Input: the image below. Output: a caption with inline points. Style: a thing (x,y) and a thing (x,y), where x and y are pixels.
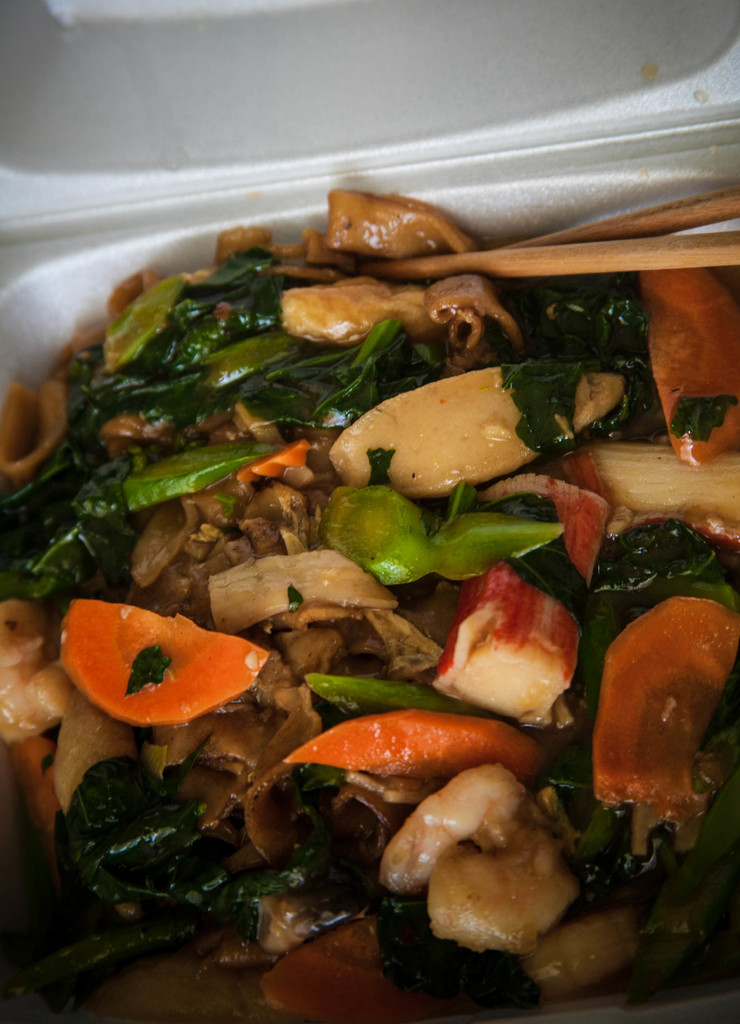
In this image, we can see eatable things (373,656), some items (433,622), chopsticks (557,246) are placed on the white bowl (131,272). Here we can see a white color cap (283,56).
